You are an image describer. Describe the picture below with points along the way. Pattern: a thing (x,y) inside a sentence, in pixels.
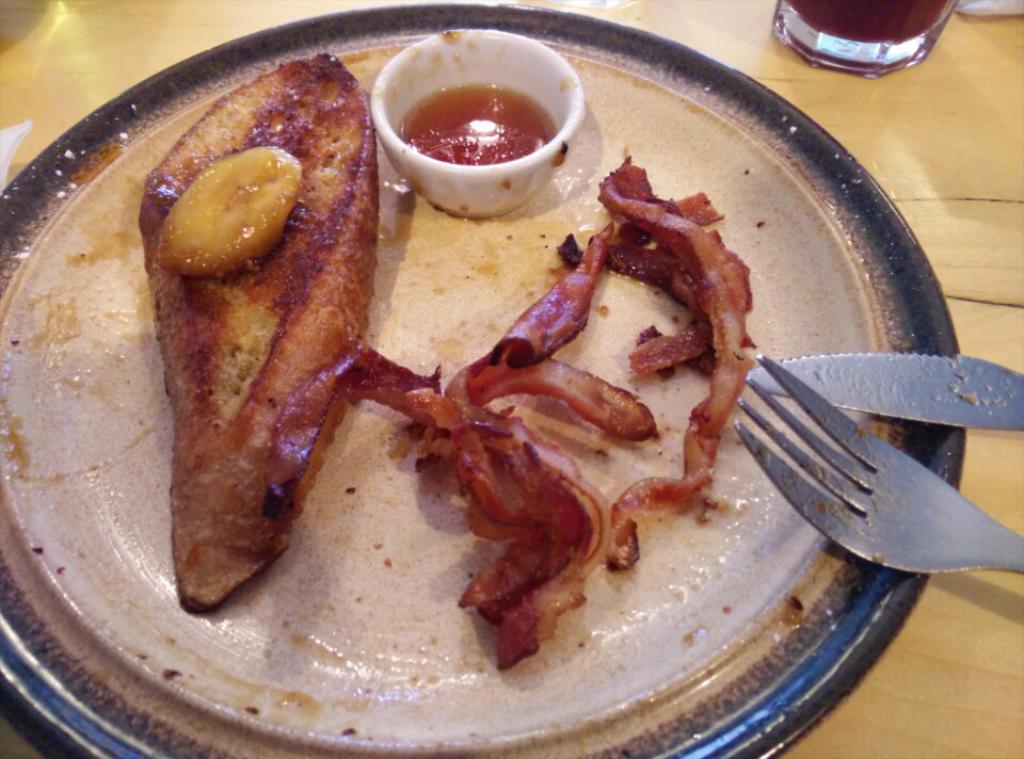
It is a zoom in picture of food items (482,415) present in the plate (669,566) and there is a sauce cup (559,152), knife (872,388) and fork (848,458) in the plate (770,411) and the plate (828,178) is placed on the table (936,139). Glass (902,68) of drink (910,31) is also visible.
